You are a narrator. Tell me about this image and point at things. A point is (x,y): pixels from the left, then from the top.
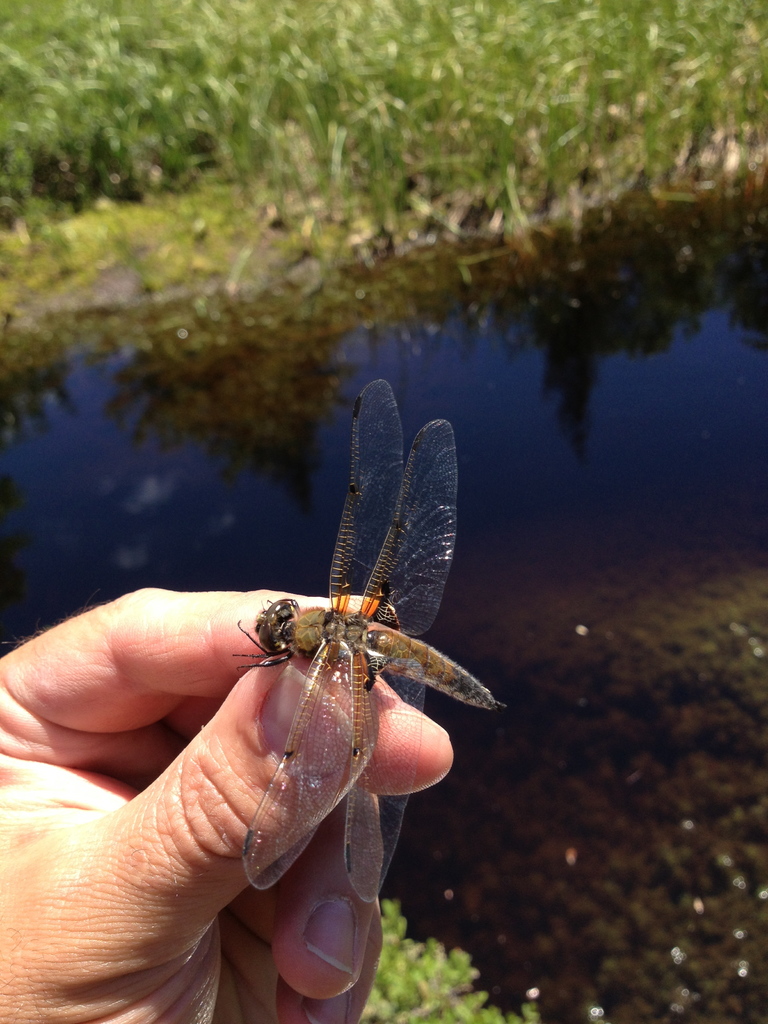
In this image we can see one person's hand (331,702) holding one insect (336,763), in pond (620,773) with water (656,347), small plants (485,1018) and some grass (294,83) on the ground (714,156).
